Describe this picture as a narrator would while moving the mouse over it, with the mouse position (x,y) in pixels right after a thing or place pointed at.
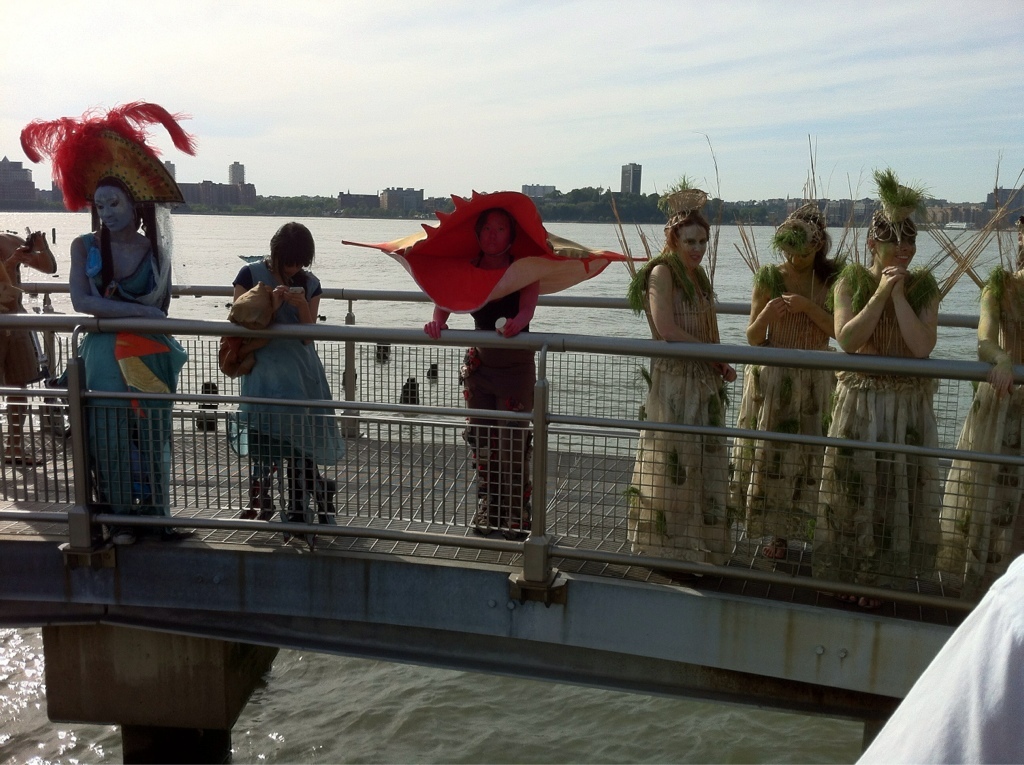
In this image I can see water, a bridge (469,566) and here I can see few women (112,270) are standing. I can see most of them are wearing costumes (545,264). In the background (926,219) I can see number of buildings (401,208) and the sky (677,105).
